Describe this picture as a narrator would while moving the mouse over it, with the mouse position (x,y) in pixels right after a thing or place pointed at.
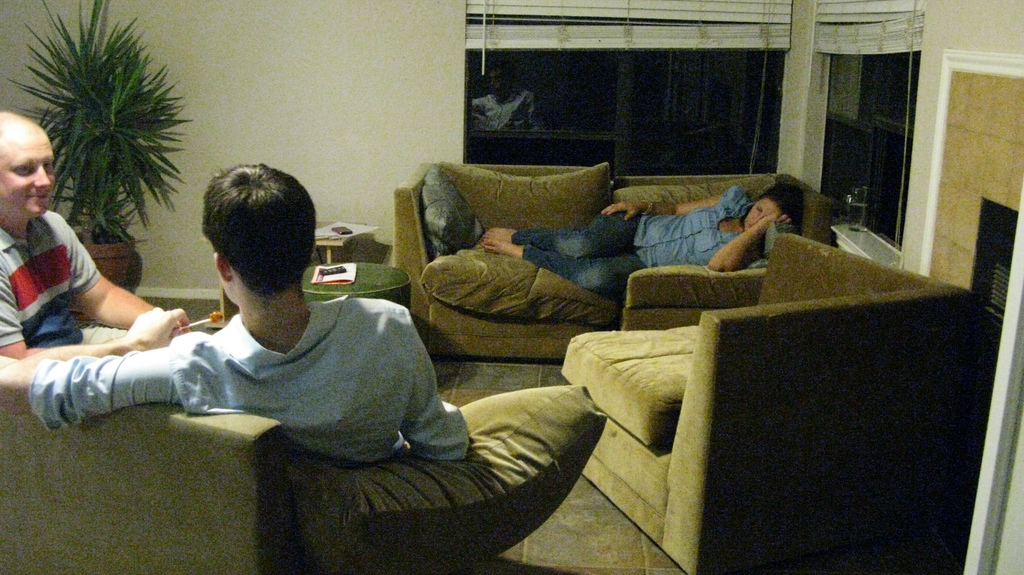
In this picture we can see a woman (672,233) is lying on the sofa (447,342), and right to her opposite a man (392,375) is sitting, and to beside him a person (50,232) is sitting and smiling, and at the corner there is the flower pot (130,112), and at the back (172,73) there is the wall (249,55).
